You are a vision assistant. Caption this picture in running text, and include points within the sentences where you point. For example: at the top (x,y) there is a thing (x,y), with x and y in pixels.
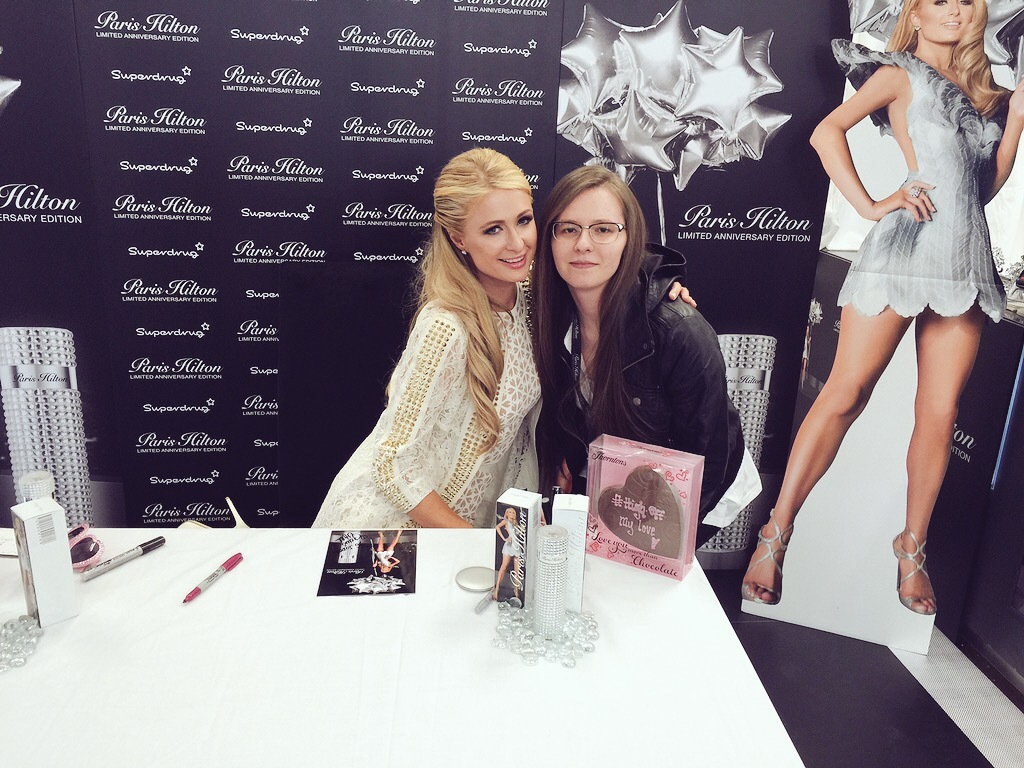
In this image, we can see two persons (533,274) in front of the banner (687,195). There is a table (604,660) at the bottom of the image (587,722) contains boxes (522,602) and pens (153,549). There is a cutout (887,365) on the right side of the image (929,406).
